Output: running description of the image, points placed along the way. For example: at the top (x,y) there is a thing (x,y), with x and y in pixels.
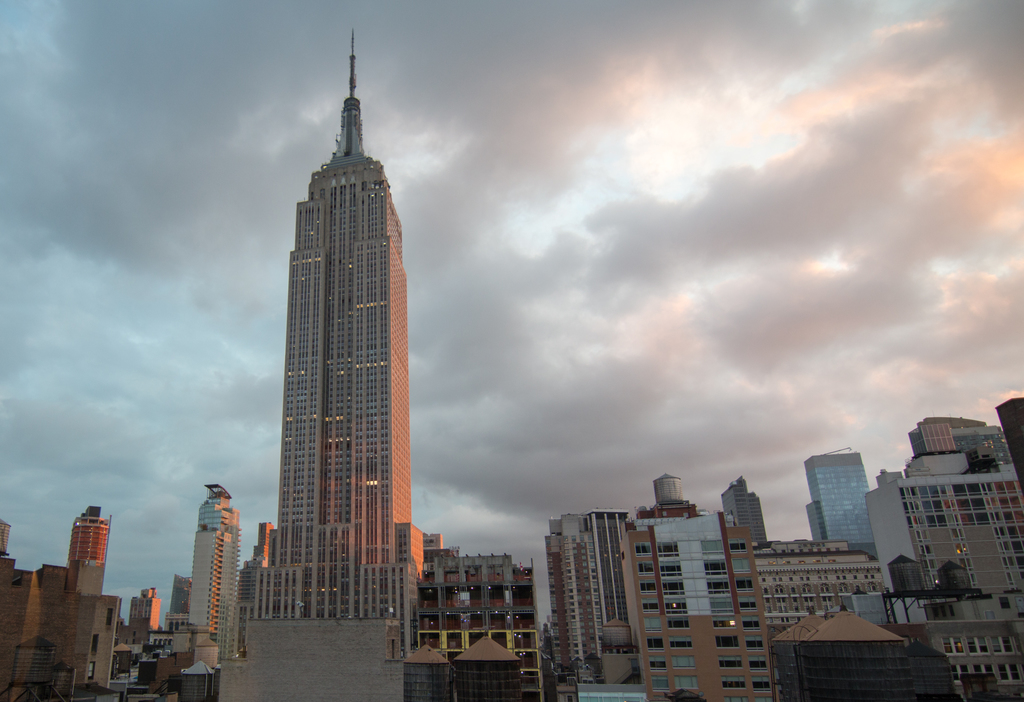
In this image there are buildings (661,611) and skyscrapers (232,512). At the top (225,143) there is the sky (522,346).
